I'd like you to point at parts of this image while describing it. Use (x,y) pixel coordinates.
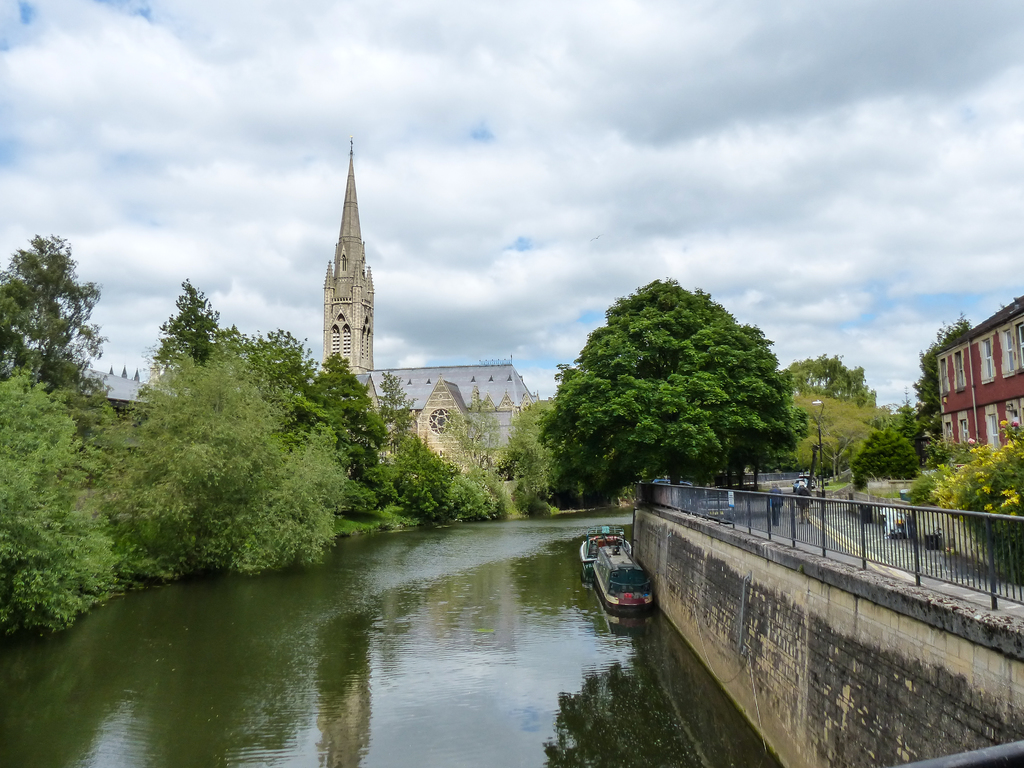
In this image, I can see the buildings (517,386) and trees (440,475). On the right side of the image (799,509), I can see two people (801,509) on the road (947,563) and iron grilles (864,552) on the wall (691,587). There is a boat (650,582) on the water (422,594). In the background (577,208), there is the sky (587,165).
